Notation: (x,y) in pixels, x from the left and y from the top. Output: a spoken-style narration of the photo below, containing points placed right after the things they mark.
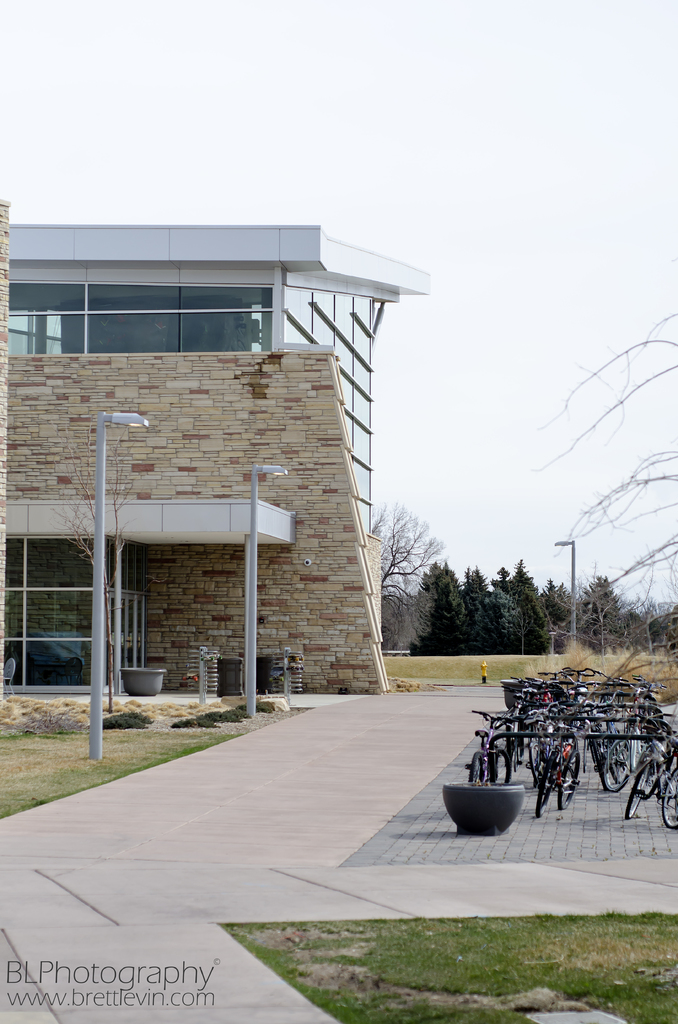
In this image we can see a building (226,504), lights (256,514), bicycles (610,777), walkway (289,770) and other objects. In the background of the image (496,593) there are trees (465,598), poles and other objects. At the top of the image (239,139) there is the sky (465,54). At the bottom of the image (457,948) there is the grass (447,952) and a walkway (238,956). On the image there is a watermark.
